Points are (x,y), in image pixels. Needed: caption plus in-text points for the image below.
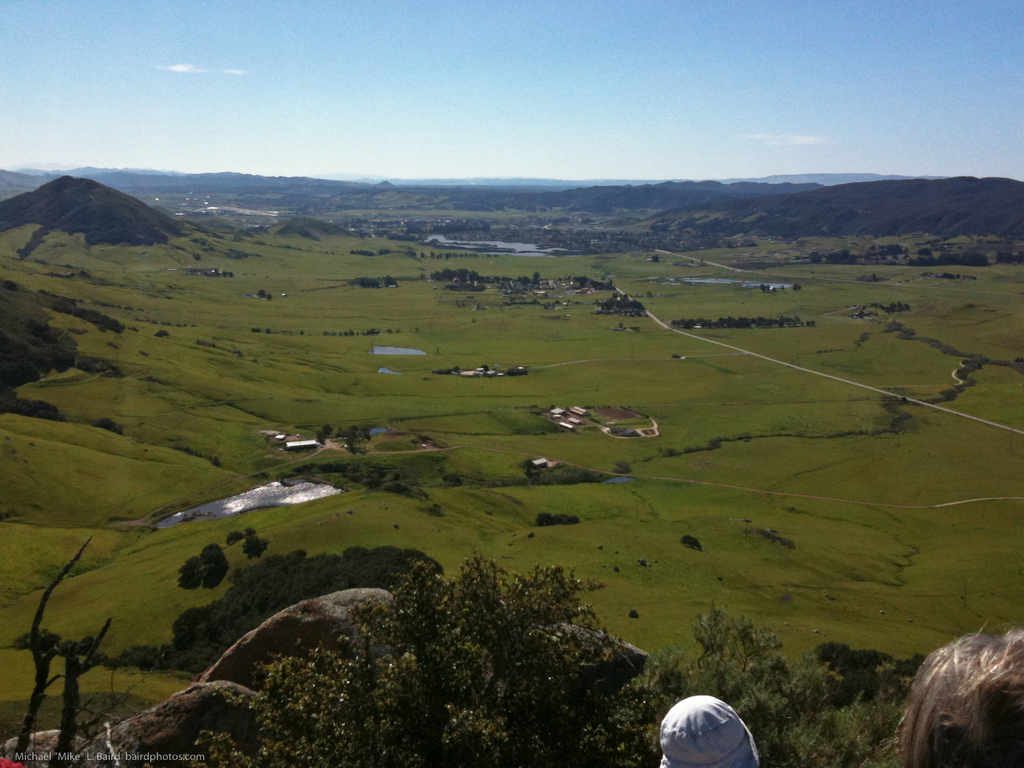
In this picture we can see some trees (509,750) and rocks (191,708) in the front (295,677), in the background (384,493) we can see some houses (573,421), trees (506,278), grass (449,318) and a hill (112,198), there is the sky (391,129) at the top of the picture (490,82).
